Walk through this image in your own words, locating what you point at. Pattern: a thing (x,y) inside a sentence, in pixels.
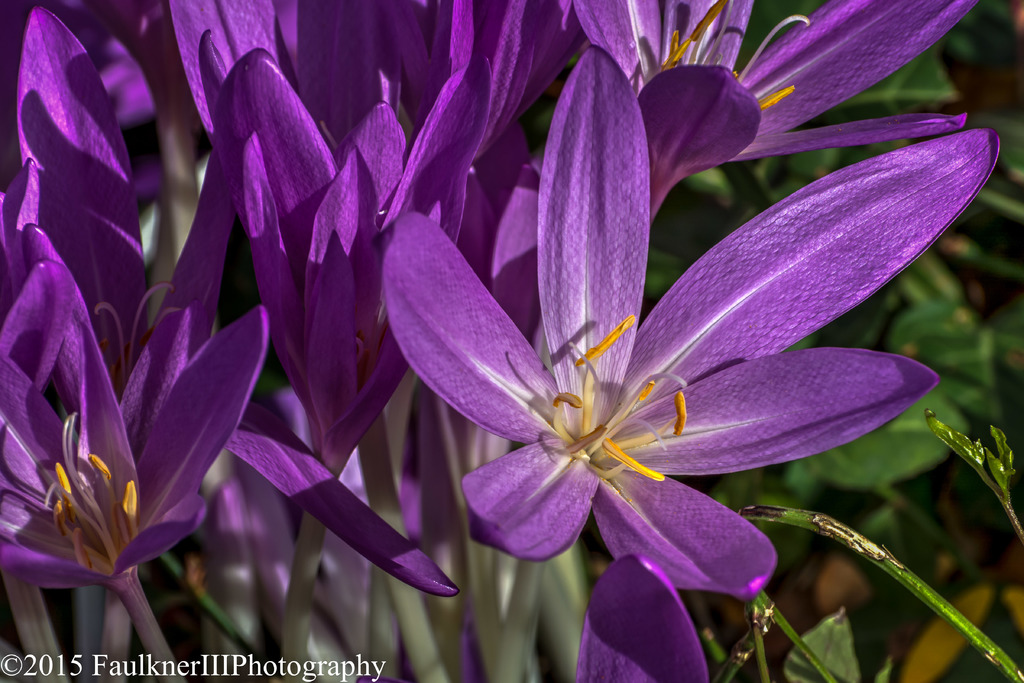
In this image I can see few flowers (448,313) which are violet, white and yellow in color. In the background (993,336) I can see few plants (927,281).
